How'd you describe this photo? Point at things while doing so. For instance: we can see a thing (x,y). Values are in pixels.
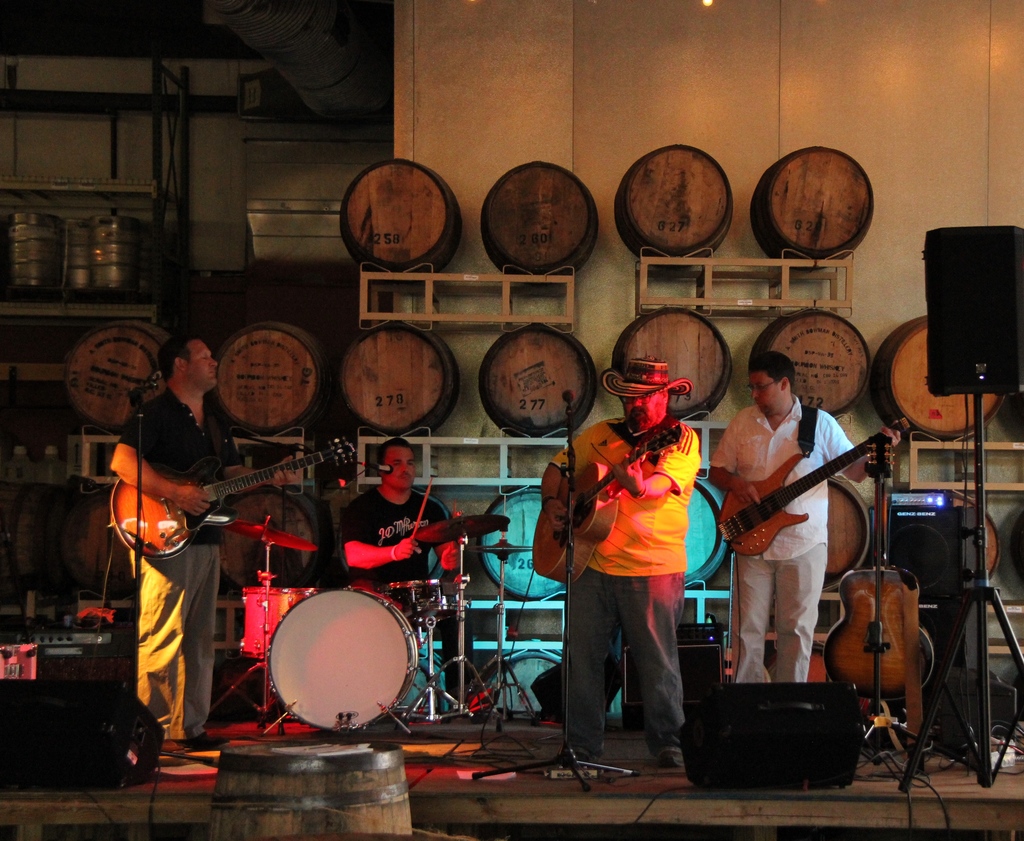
The picture is taken inside a room (804,781). There are four men (202,584) playing music instruments (464,561) on the dais (609,743). The man (191,578) to the left (191,578) is playing guitar (234,486) and beside him other man (394,496) is playing drums (435,532). The other two men (809,508) at the right (795,508) are also standing and playing guitars (765,509). One among them is wearing hat (651,379). On the dais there is another guitar (866,612), microphone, microphone stand (568,404), drum stand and cables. There is also speaker (968,367) placed on tripod stand (968,576). In the background (803,241) there is a wall (739,129) and racks (670,264) and barrels (507,248) are placed in it.
